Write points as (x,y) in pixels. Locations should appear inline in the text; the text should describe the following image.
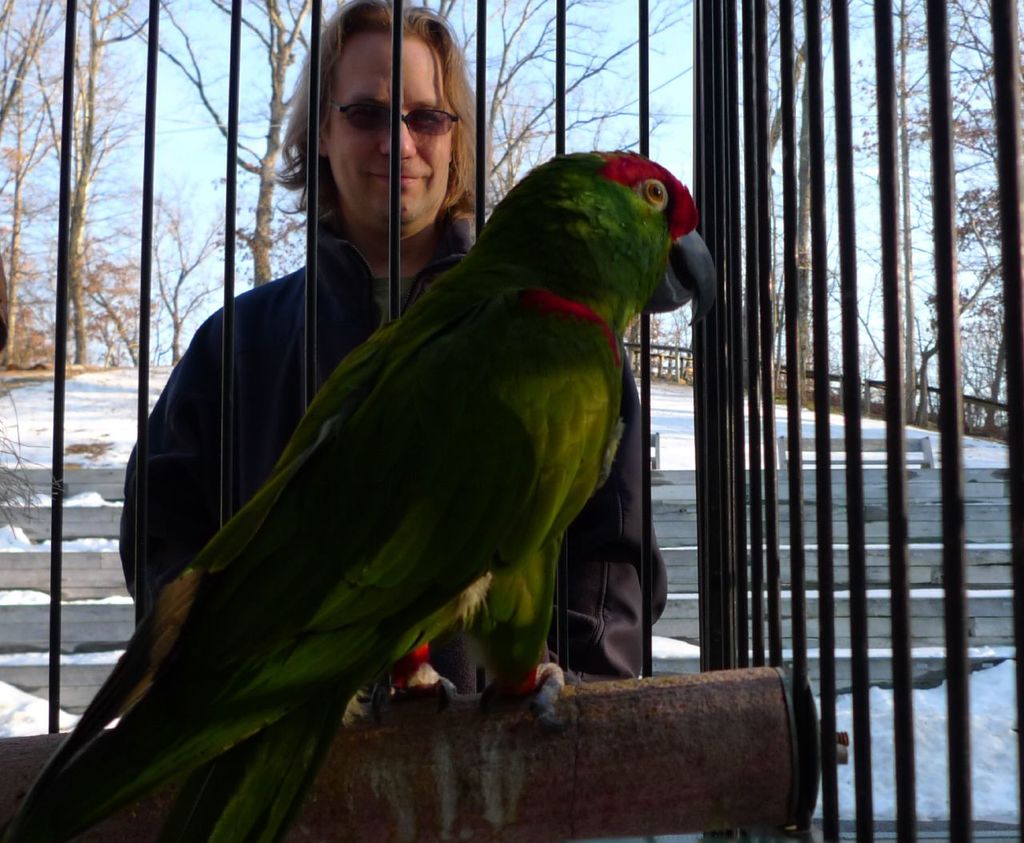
In the image in the center (642,397) we can see one cage (393,275). In cage (833,683), on rod (376,742) we can see one parrot (586,478), which is in red and green color. In the background (11,342) we can see sky (262,67), clouds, trees (32,335), road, fence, snow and one person (375,213) standing and he is smiling.
